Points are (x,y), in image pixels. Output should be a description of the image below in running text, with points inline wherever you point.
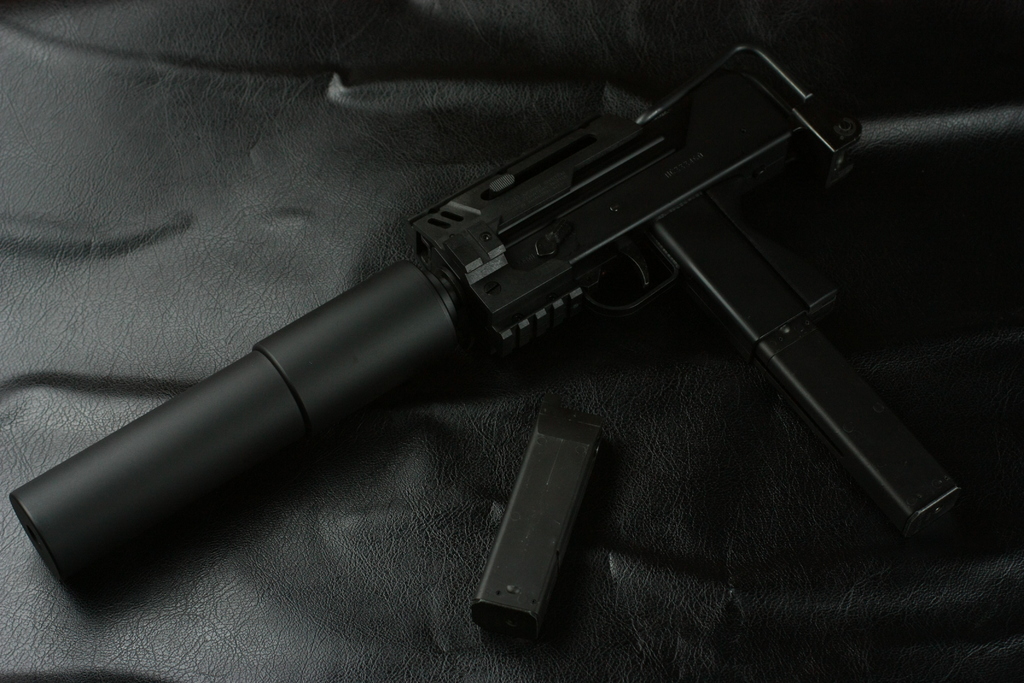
This is a black and white picture, there is a gun (472,285) and magazine (565,494) on a leather floor (250,99).
